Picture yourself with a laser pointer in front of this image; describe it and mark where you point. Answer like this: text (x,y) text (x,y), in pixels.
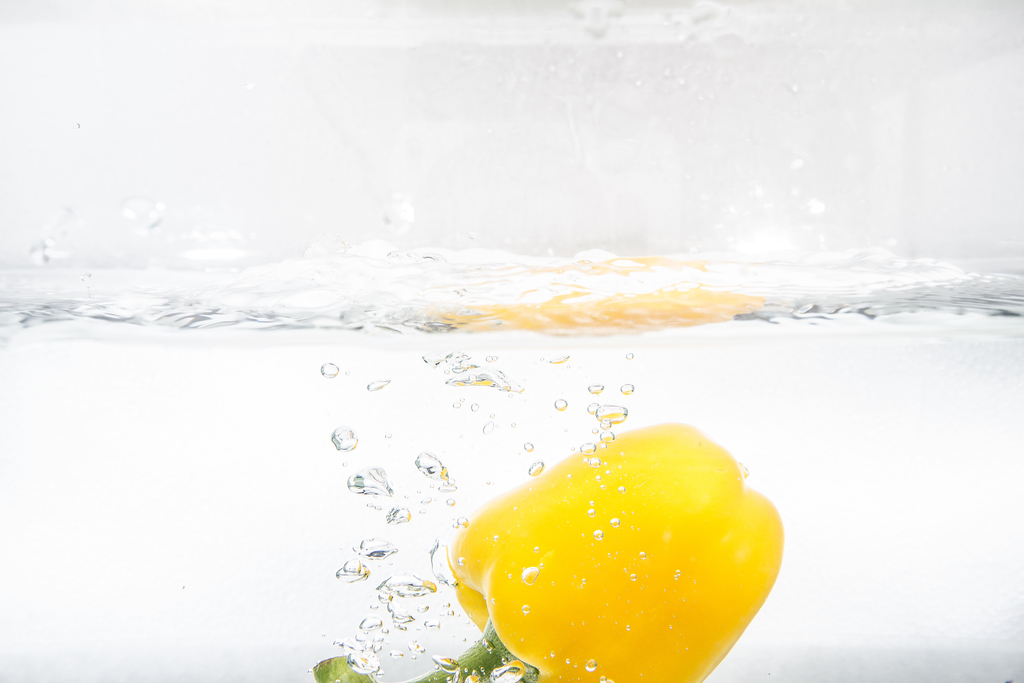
In this image we can see a capsicum (574,478) inside the water (573,429).
